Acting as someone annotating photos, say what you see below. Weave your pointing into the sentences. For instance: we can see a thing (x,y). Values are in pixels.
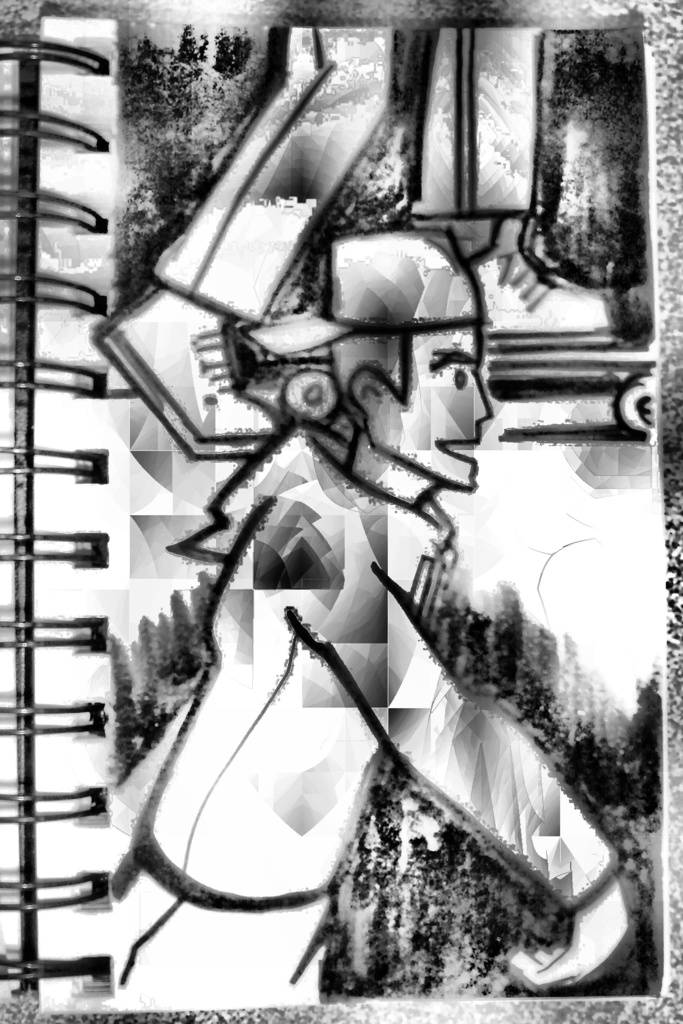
In this picture I can observe a sketch (323,513) on the paper (142,668). This is a sketch (332,630) of a person (324,422). The sketch (361,634) is in black color. On the left side (34,529) I can observe spiral binding (60,44).
